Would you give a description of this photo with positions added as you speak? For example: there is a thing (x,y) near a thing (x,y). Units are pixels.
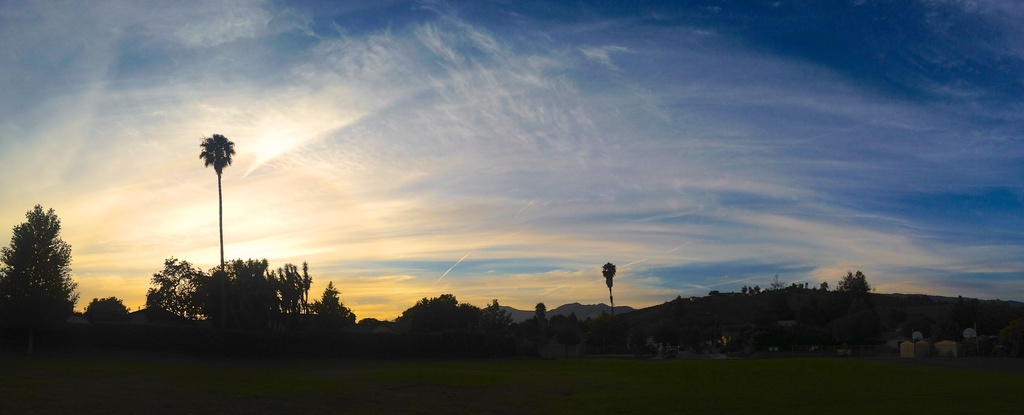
At the bottom of the image (645,372) there is grass (641,382) on the surface (609,386). In the background of the image (209,322) there are trees (310,318), mountains (831,318), buildings (910,352) and sky (650,23).
